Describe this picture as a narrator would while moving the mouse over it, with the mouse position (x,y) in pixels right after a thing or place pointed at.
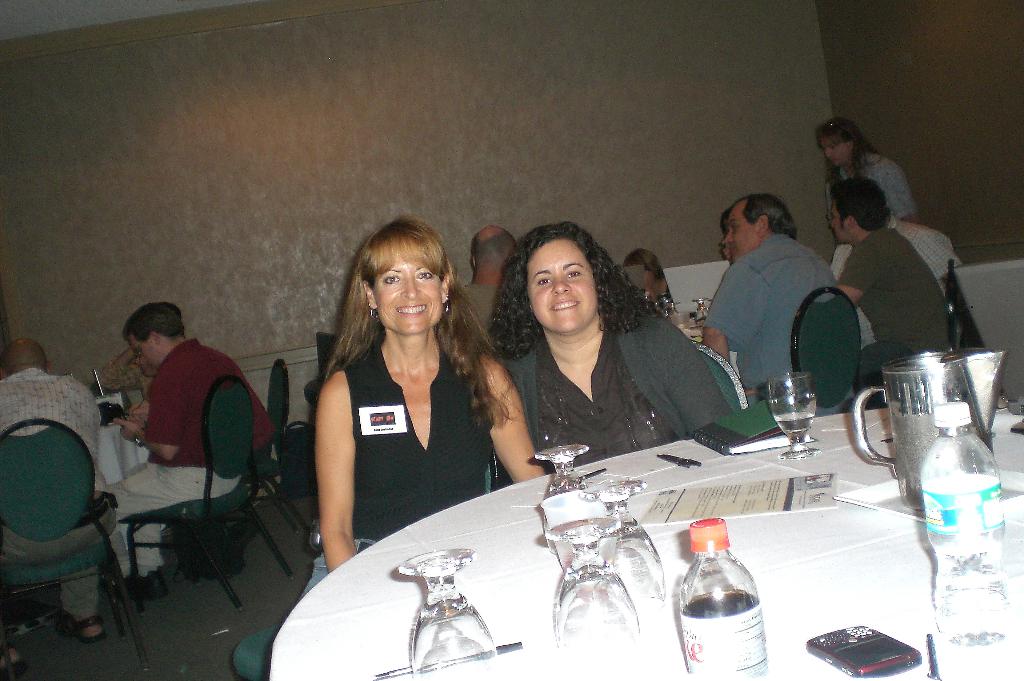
Here in the middle (672,427) we can see two women (395,476) sitting on chairs (737,387) with table (759,456) in front of them having bottles (751,578) of water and glasses (628,496) and mug (884,379) present on it, both the women (600,278) are smiling and behind them also we can see group of people (182,367) sitting on chairs (811,305).
